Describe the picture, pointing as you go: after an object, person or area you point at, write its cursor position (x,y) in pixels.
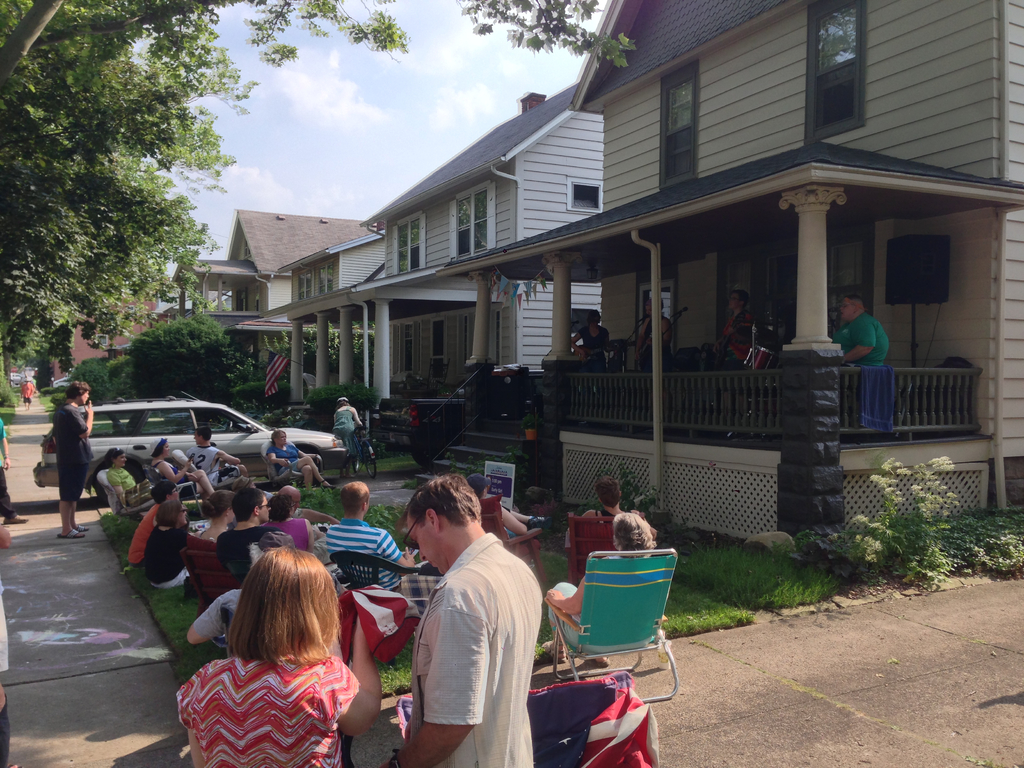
In this image we can see some houses (549,395) with roof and windows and some people (735,363) sitting under a roof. We can also see a group of people (216,624) sitting on the grass (162,630). On the backside (92,290) we can see a group of trees (105,379), a car (158,409) parked beside, a man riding bicycle (356,461), some people (452,588) standing and the sky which looks cloudy.
